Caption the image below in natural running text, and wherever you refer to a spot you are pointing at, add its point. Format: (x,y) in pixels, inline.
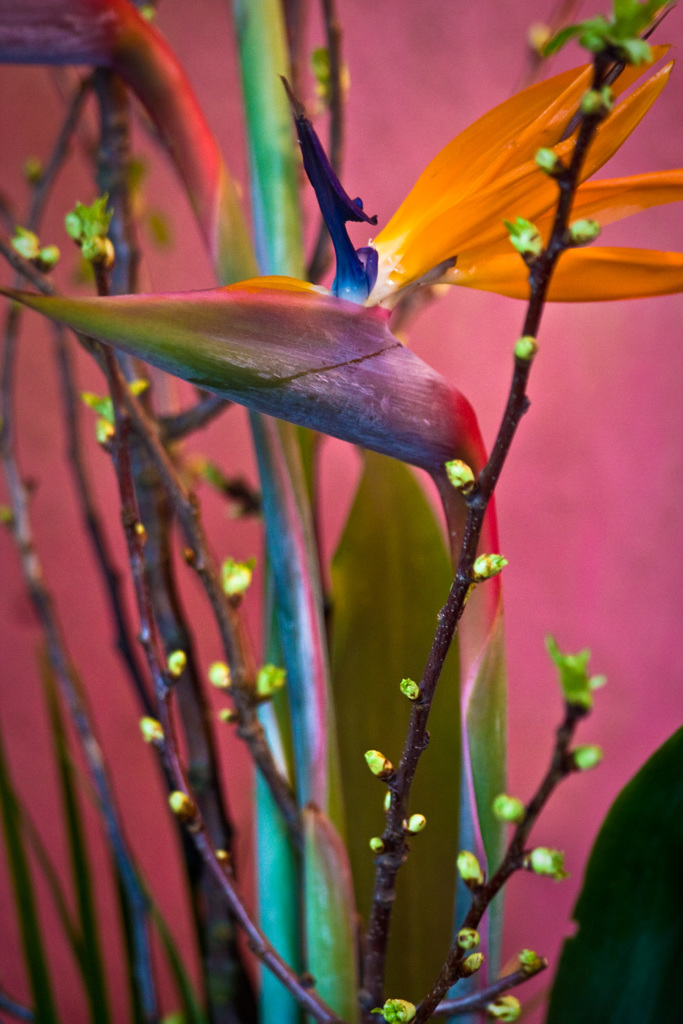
In this picture we can see a colorful plant (470,275). Background (613,610) is pink in color.
